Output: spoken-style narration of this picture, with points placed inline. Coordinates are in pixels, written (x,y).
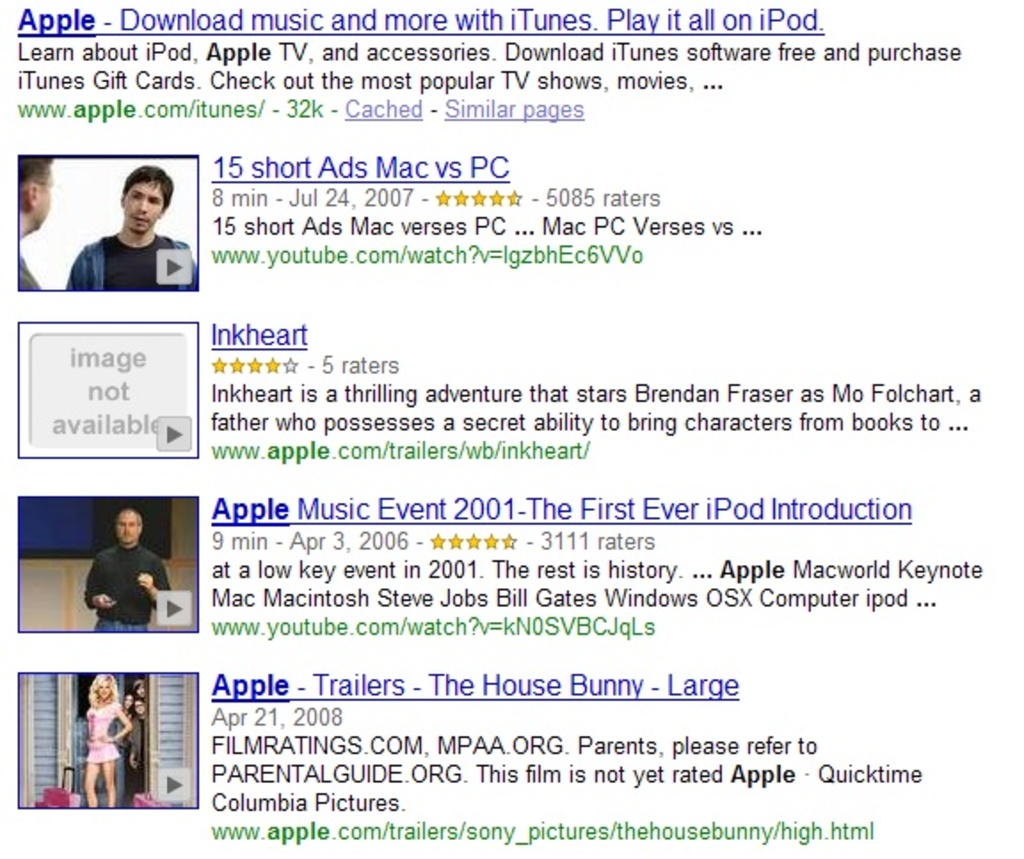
In this image we can see website links (382,108), video clips (120,700) and something written under these website links (389,171).
